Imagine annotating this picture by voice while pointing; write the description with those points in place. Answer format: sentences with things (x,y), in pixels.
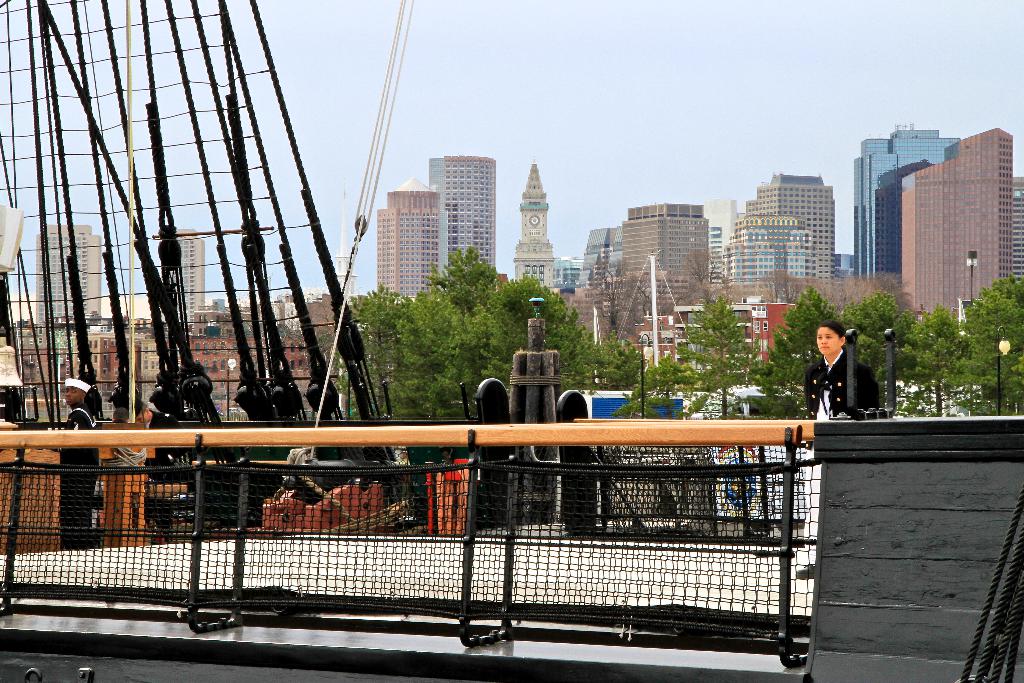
In this picture there is a woman (835,342) who is wearing black blazer (876,383), white shirt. She is standing near to the fencing (118,437). On the left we can see a man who is wearing black uniform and standing near to the ropes (269,414). On the back (713,321) we can see many trees (409,331). In the background (785,268) we can see poles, wires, street lights (973,298), buildings (748,268) and skyscraper (401,248). On the top (586,65) there is a sky (644,65).
